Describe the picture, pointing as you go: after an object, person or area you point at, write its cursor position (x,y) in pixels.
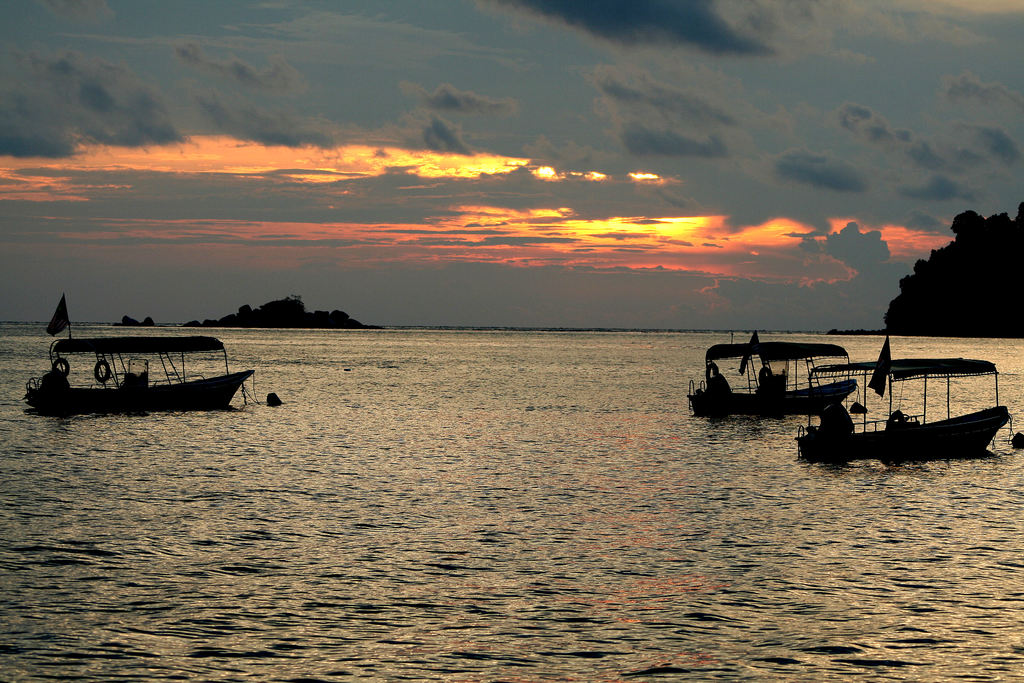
In this picture there are boats (783,357) on the right (815,367) and left side of the image (70,323) on the water (622,453) and there are trees (985,230) in the background area of the image (997,226).
